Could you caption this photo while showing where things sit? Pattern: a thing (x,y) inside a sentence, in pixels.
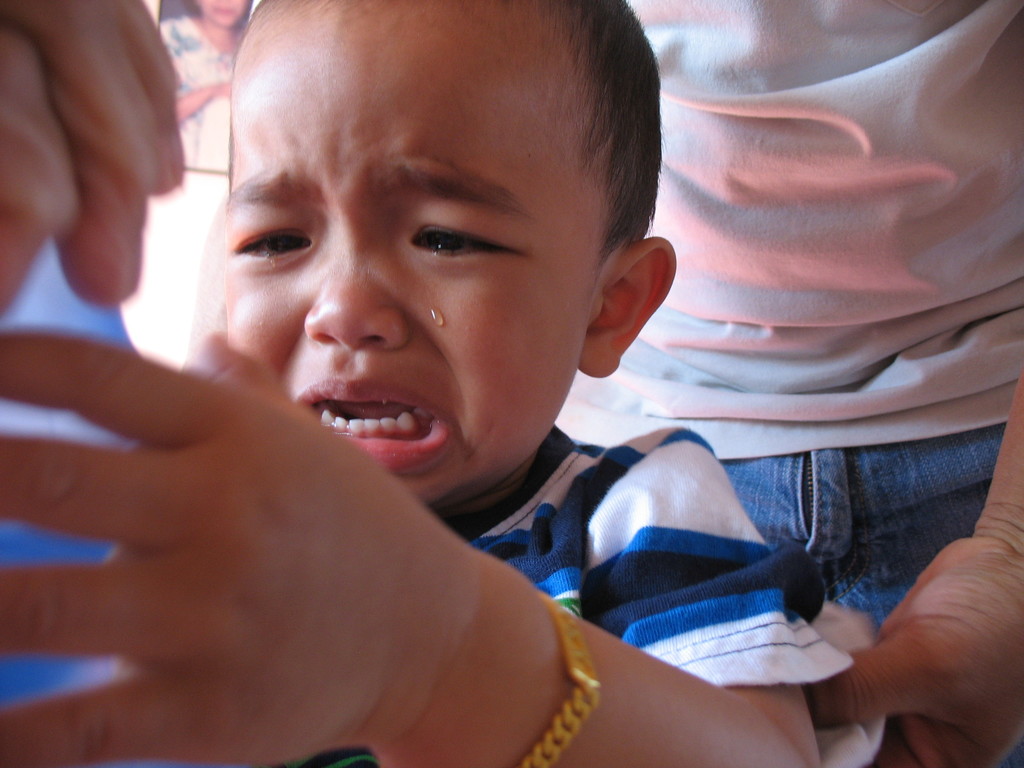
It is a close picture of a crying kid (349,237) and he is wearing a bracelet (565,724). Behind the kid (488,461) there is a person (720,184) with white t shirt (894,272).
